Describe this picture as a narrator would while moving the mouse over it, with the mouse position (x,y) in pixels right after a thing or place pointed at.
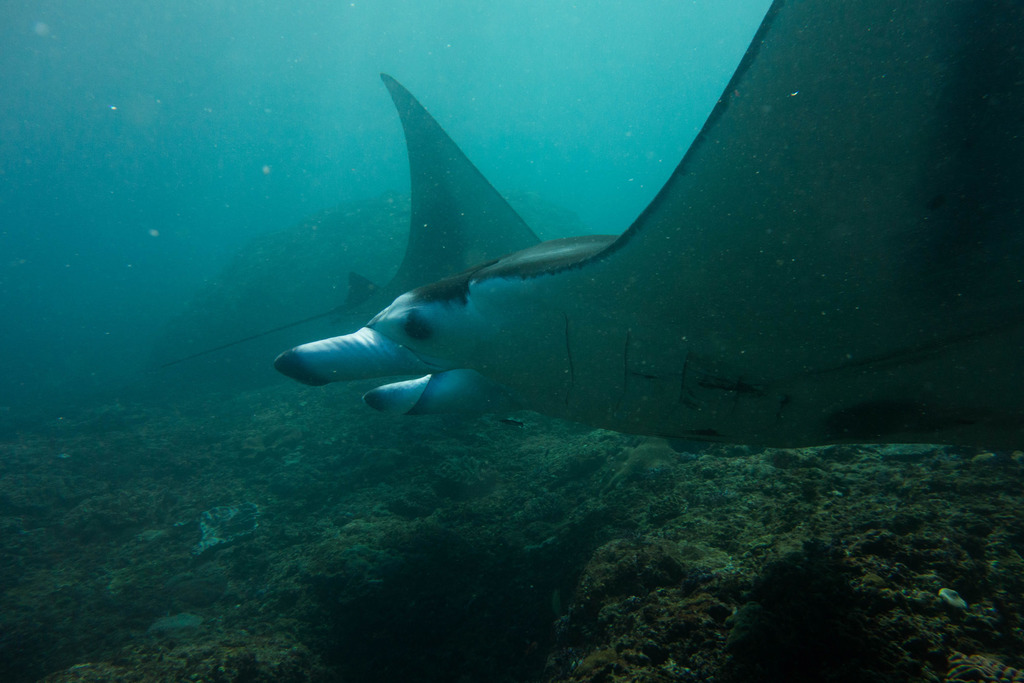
In this image there are underwater objects (662,556) and there are aquatic animals (450,328).
